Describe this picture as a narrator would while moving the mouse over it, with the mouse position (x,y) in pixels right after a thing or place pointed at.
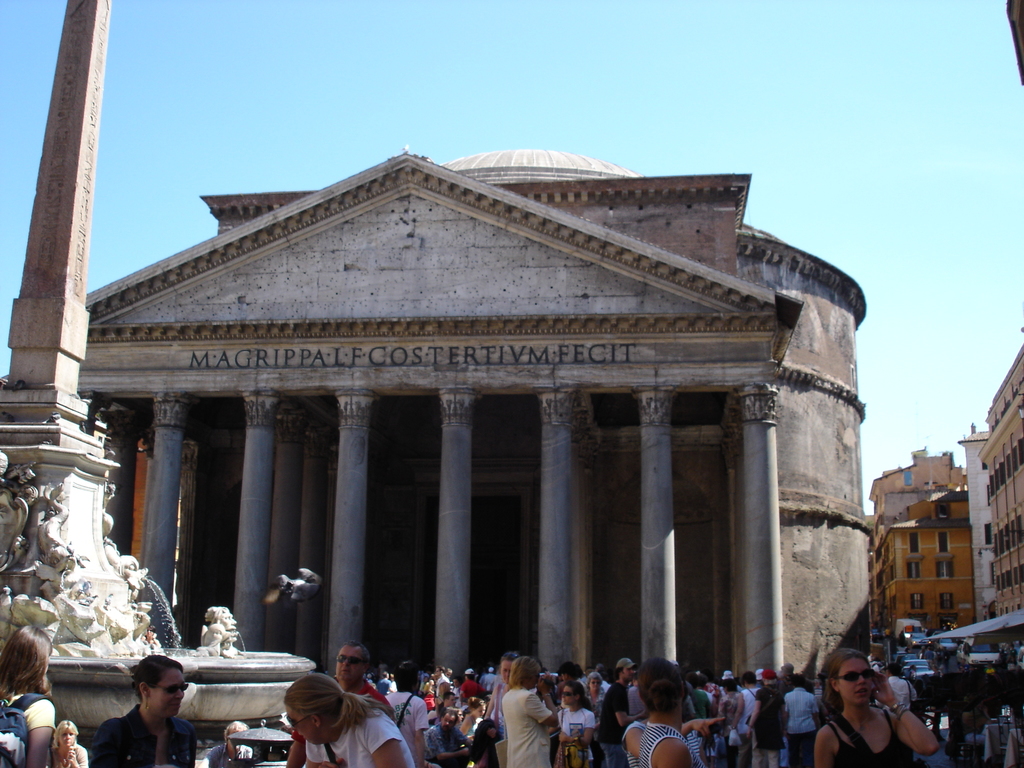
Buildings (694,606) with pillars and windows (937,534). Sky (564,69) is in blue color. Here we can see crowd (877,728).
